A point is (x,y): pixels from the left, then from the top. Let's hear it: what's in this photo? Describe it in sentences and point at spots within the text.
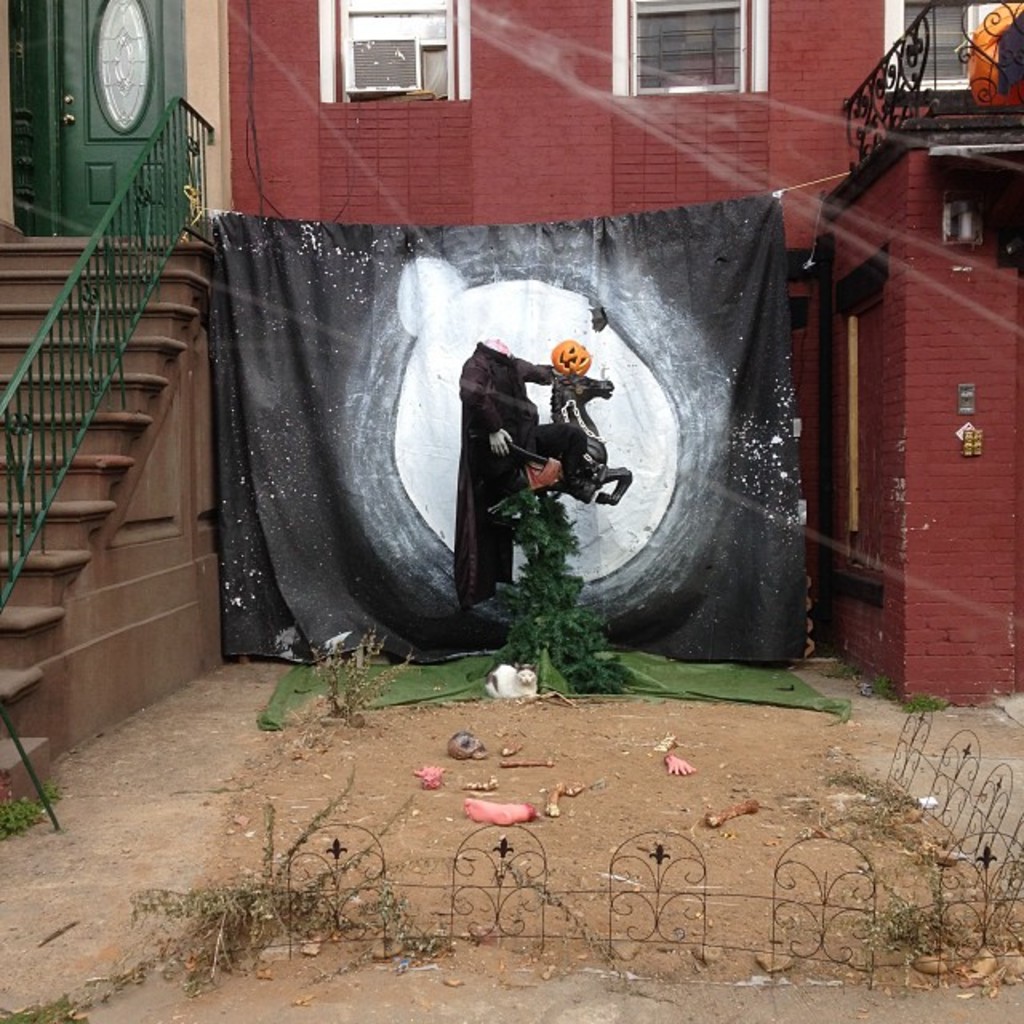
In this picture we can observe a black color cloth (475,304). There is a white color painting (581,544) on the cloth (415,378). On the left side (8,359) we can observe steps (31,587) and green color railing (141,279). In the background (470,158) we can observe a maroon color building (506,121).
